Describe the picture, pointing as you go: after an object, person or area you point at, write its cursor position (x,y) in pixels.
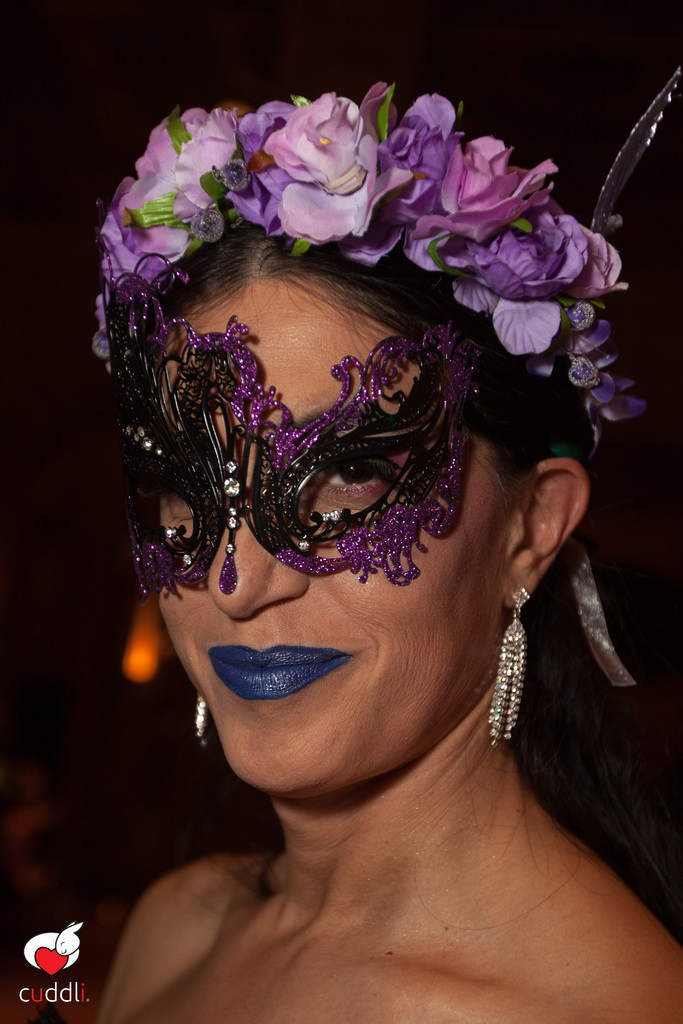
In this image, we can see a woman (285,673) is smiling and wearing a mask (339,462) and crown (388,244). Left side (51,959) bottom, we can see some icon (46,966) and text (49,993).
